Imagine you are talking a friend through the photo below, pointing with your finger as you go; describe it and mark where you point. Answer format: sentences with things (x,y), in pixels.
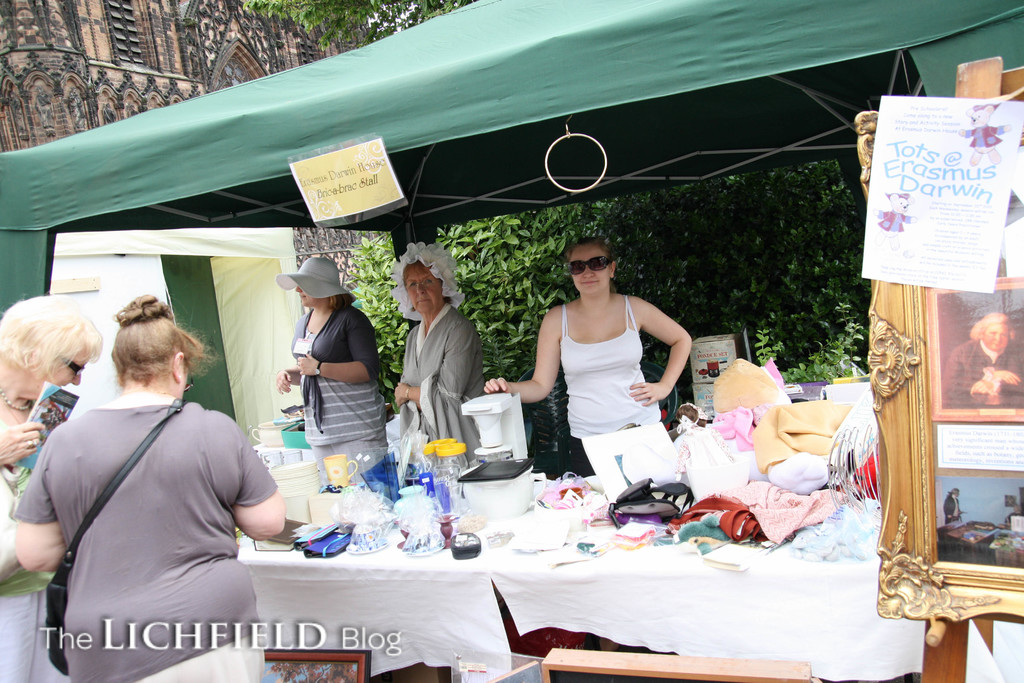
There is a tent (317,94) and there are people (619,309) under the tent (422,198) and there is a table (430,563) in which there are different types of glass items (457,476) and on the right corner (882,371) we can see a board (1012,279) which has different types of photos (988,357) in it and there are three woman (601,345) standing under the tent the woman (367,374) to the left (334,334) is having a cap (334,287) on her head (334,304). And in the background (144,89) there is a tree (337,5) and a building (117,46), and a woman (42,408) who is standing in the left corner (40,409) is holding a book (40,409) in her hand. In the middle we can see different types of clothes (766,488).
